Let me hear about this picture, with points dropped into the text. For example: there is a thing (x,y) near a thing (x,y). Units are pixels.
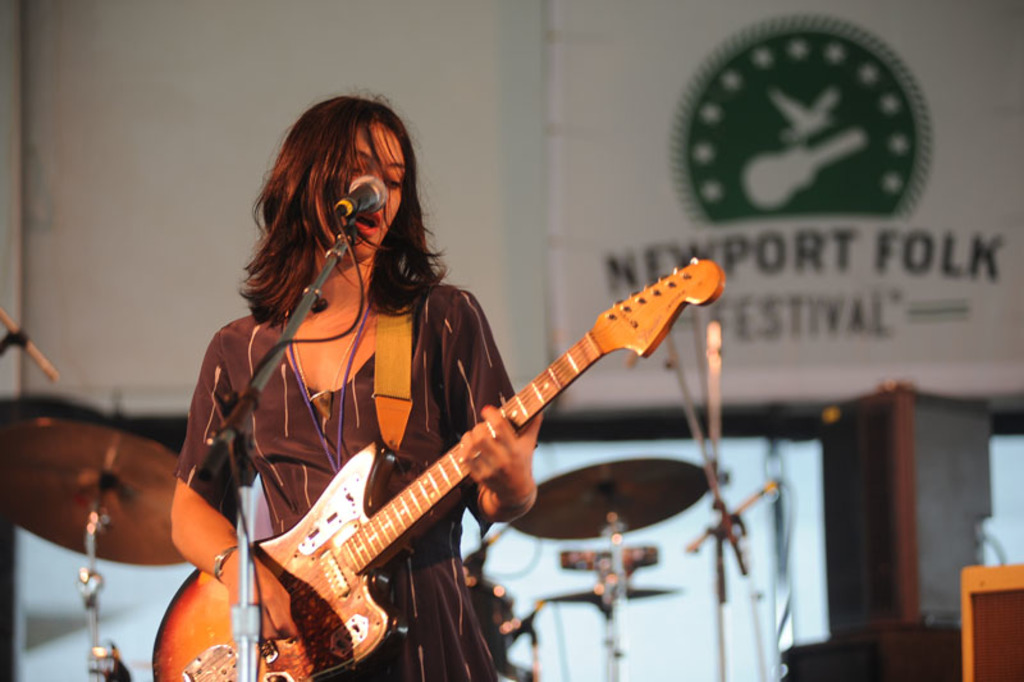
This picture shows a woman (266,601) standing and playing a guitar (716,286) and singing with the help of a microphone (364,185) and we see a hoarding (572,225) back of her
